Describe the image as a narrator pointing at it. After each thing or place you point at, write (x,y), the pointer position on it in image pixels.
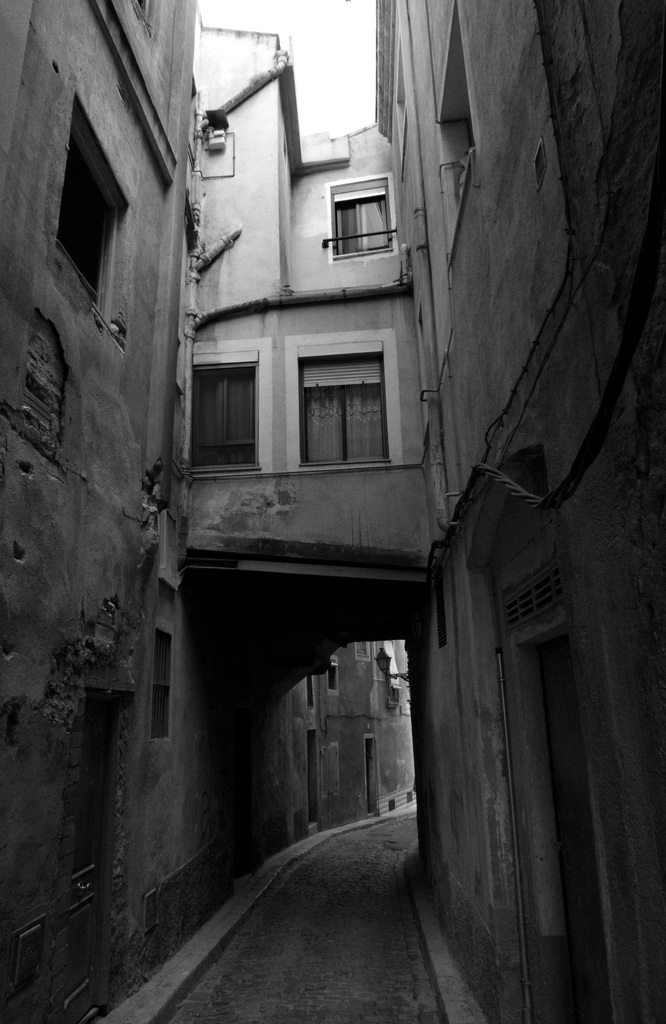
In this picture we can see few buildings (279,517) and windows (242,383), and also we can see few pipes (192,298) on the walls (379,264).
